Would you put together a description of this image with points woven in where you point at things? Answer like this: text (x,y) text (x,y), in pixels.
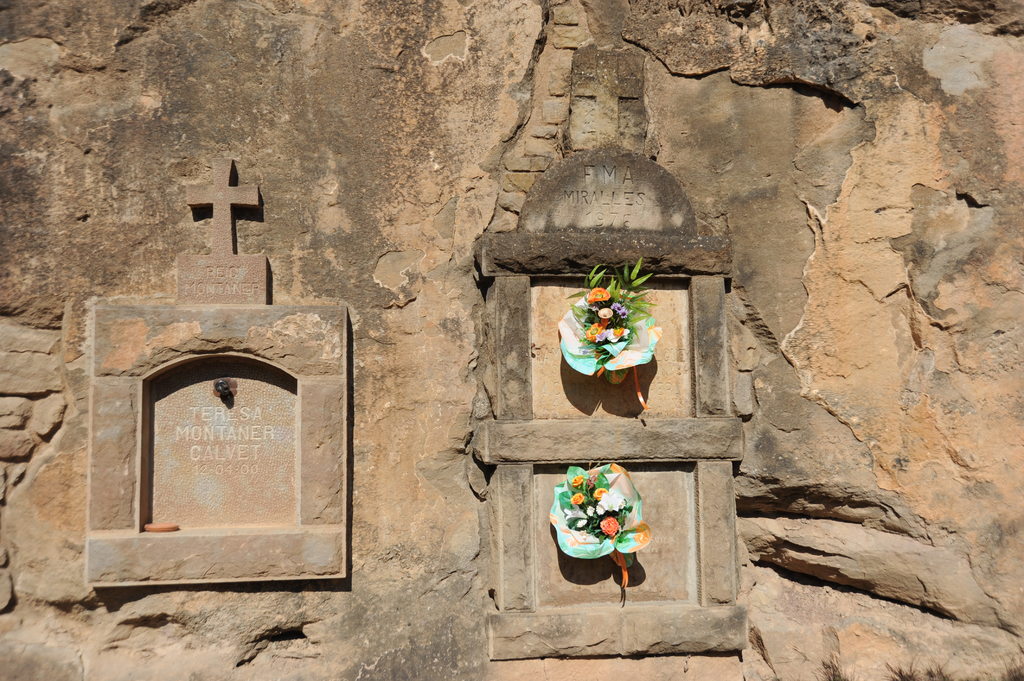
In this image I can see memorials (637,449) carved on the wall (416,163). Also there are flower bouquets (588,321).
